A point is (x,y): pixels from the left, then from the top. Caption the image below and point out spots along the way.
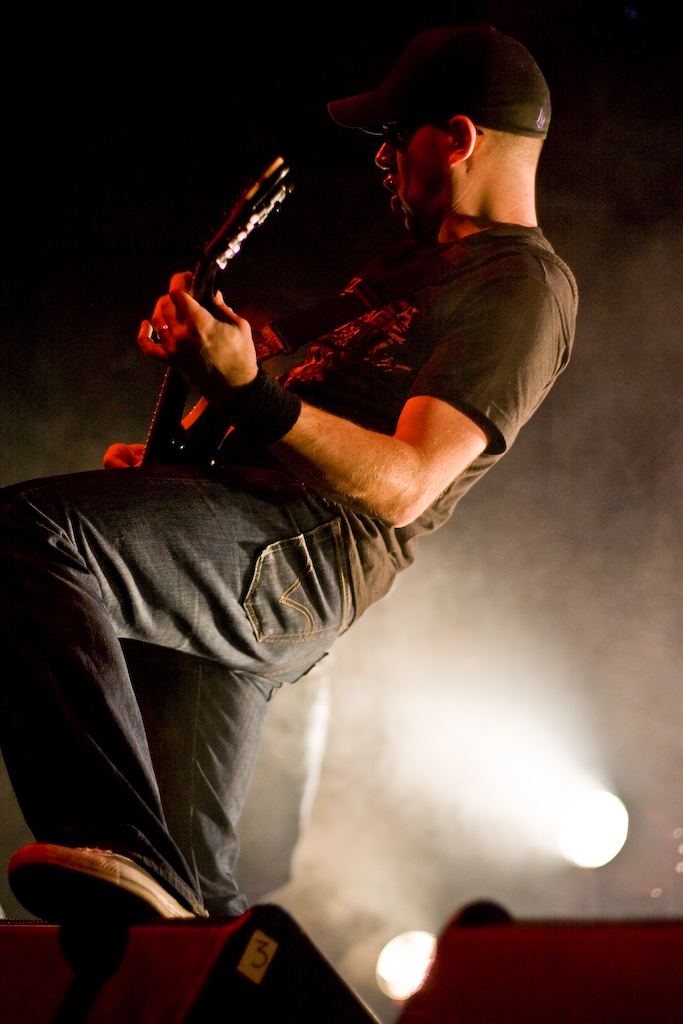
In the picture we can see one person (339,448) he is playing guitar (206,248).
